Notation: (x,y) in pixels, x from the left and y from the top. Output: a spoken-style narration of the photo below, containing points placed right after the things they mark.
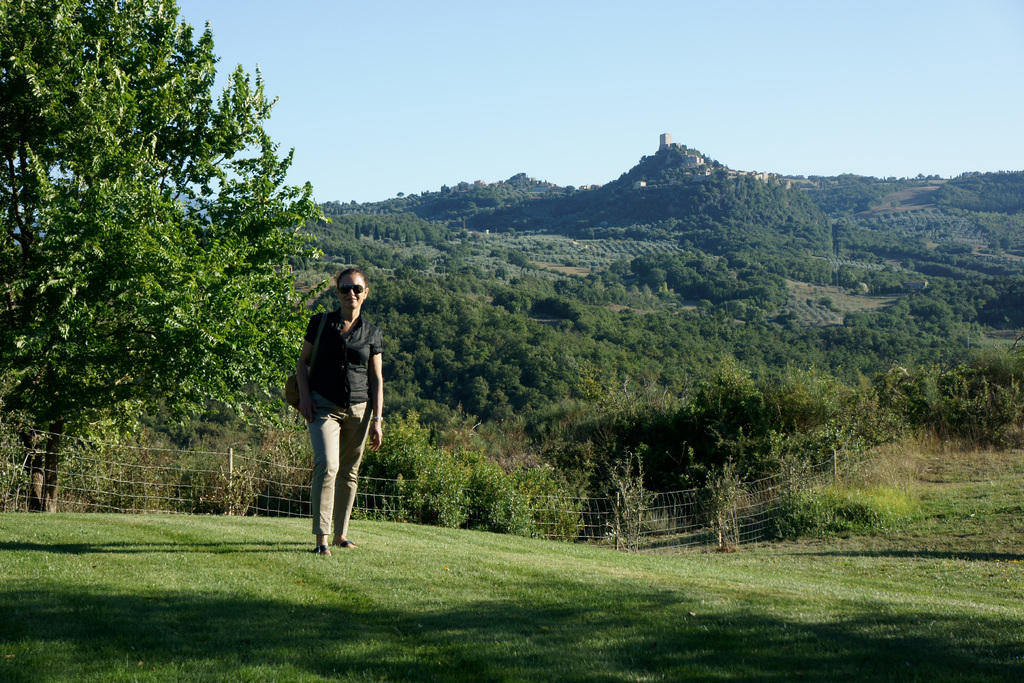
In the picture we can see a woman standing on the grass surface (71,531) on the hill (133,671), she is wearing a black shirt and handbag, in the background (105,421), we can see a tree (105,421), railing (139,449), hills (412,384), plants (493,473), trees (493,251) and sky (424,186).
